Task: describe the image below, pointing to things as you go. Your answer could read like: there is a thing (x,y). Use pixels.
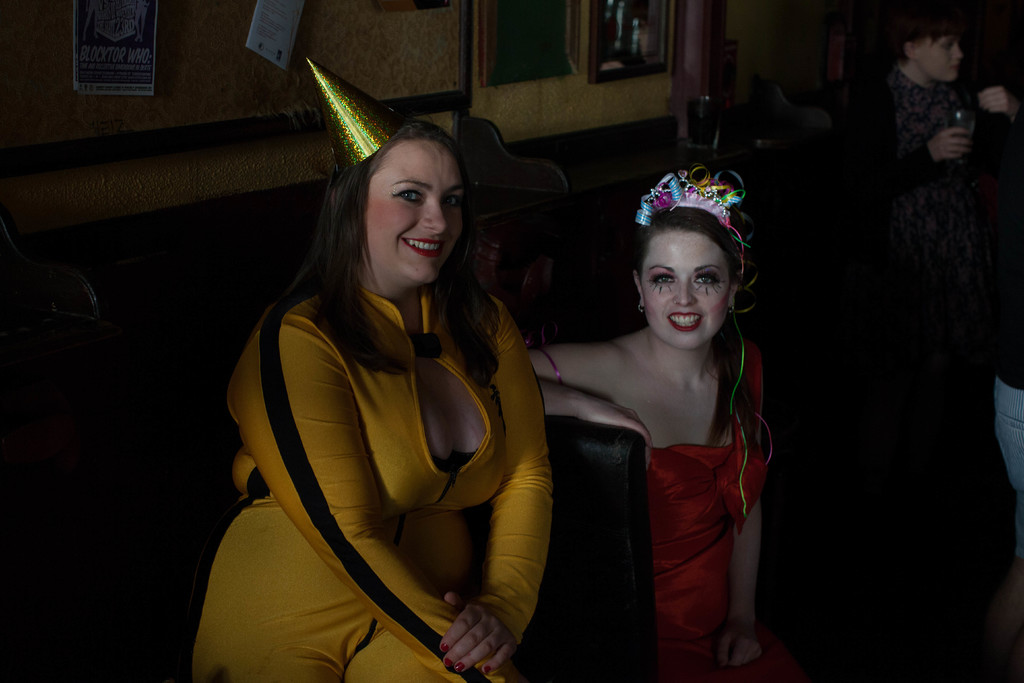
In this image two girls (596,394) sitting with a smile on their face (727,292), beside them there is a person (929,203) standing and holding a glass (954,126). In the background (85,70) there are few frames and posters (268,44) are hanging on the wall (193,50).
